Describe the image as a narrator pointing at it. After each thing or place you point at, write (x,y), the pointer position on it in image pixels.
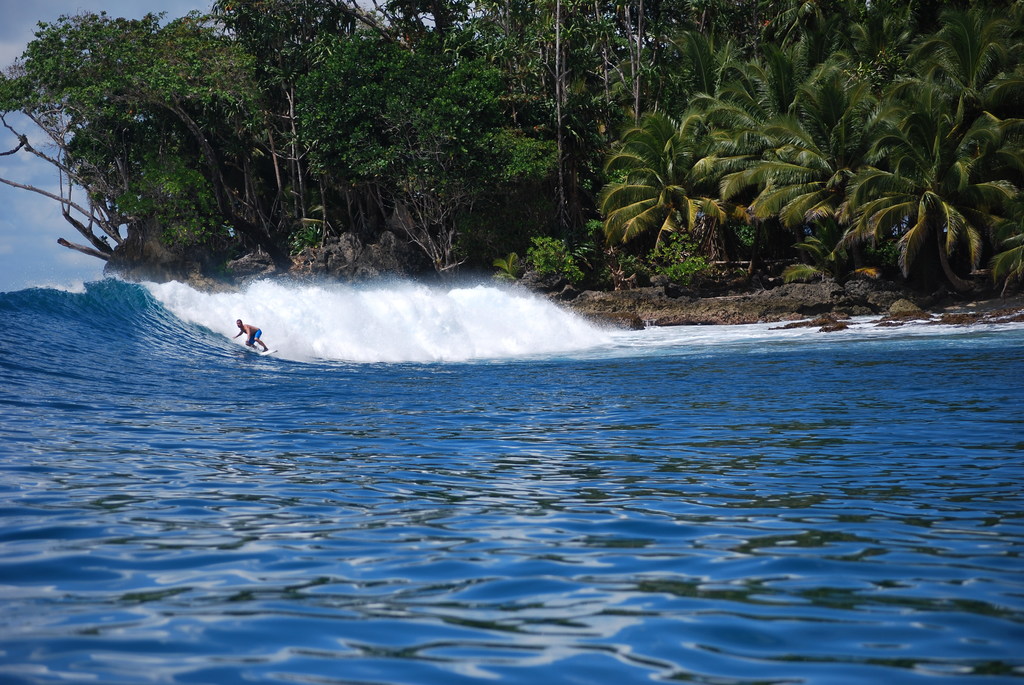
In the image we can see there is an ocean (545,493) and there is a person (254,347) standing on the surfing board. There are waves (219,358) in the ocean (219,358) and behind there are lot of trees (442,227). There is a cloudy sky (17,250).
